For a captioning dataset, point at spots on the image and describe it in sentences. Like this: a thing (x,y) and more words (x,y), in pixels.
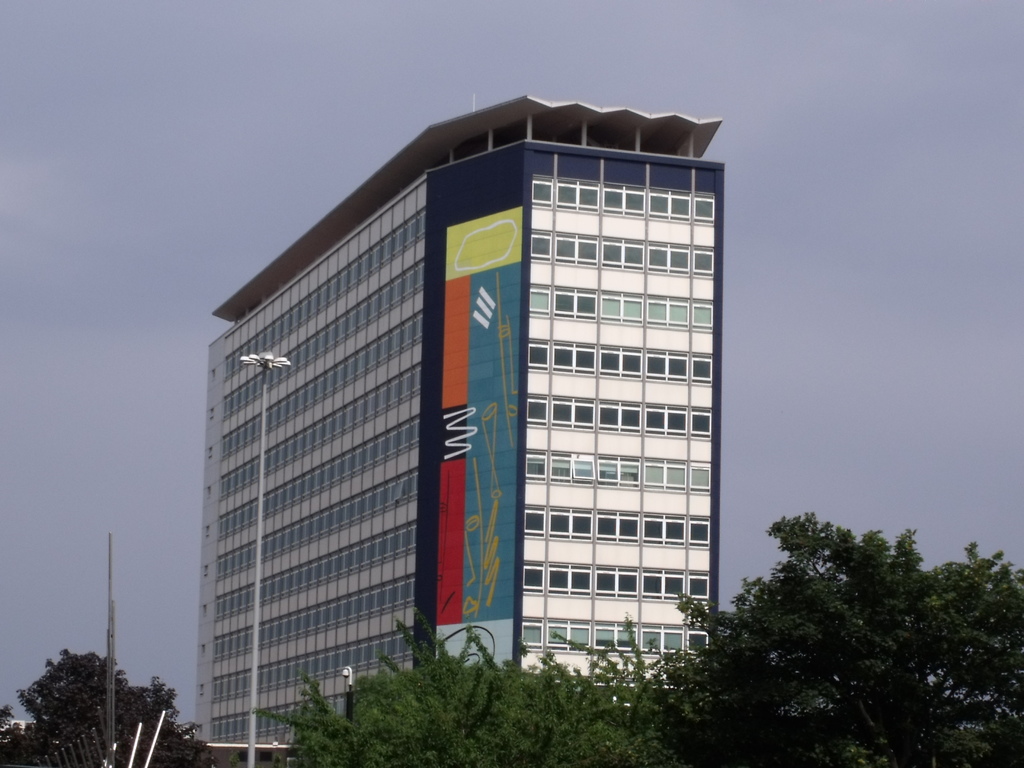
This picture is clicked outside. In the foreground (602,692) we can see the trees (566,699) and metal rods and a pole (276,363). In the background (687,90) there is a building (524,228) and the sky (871,491).
